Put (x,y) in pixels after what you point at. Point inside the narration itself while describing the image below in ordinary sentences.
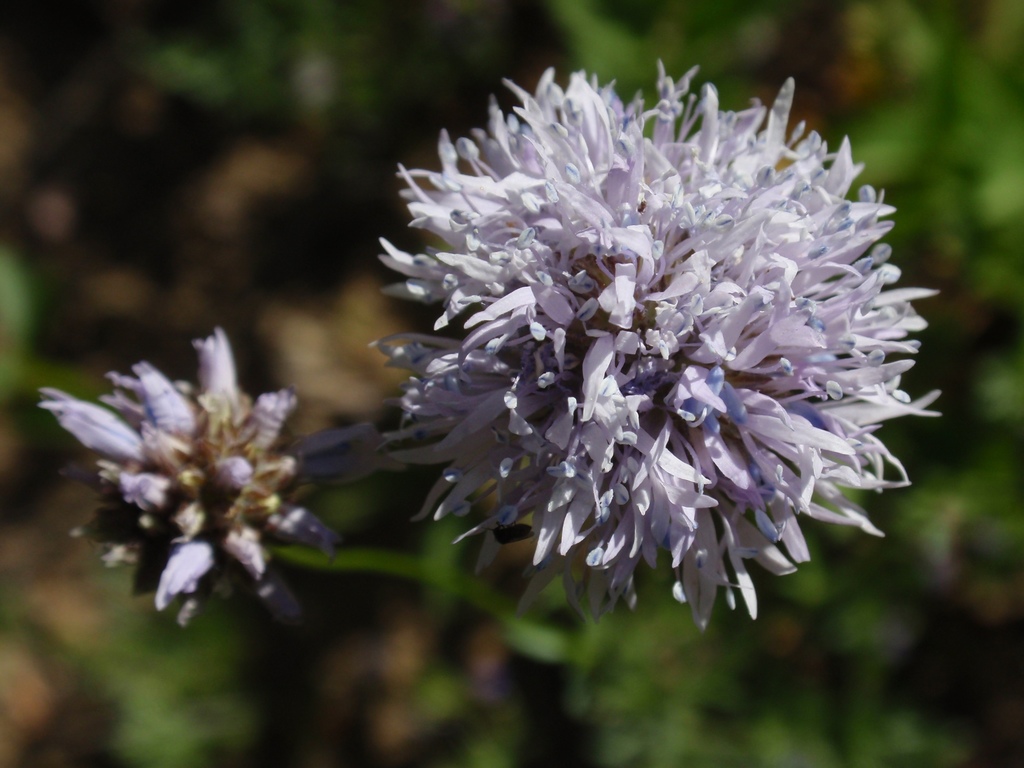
This image consists of a flower (624,263) in white and blue color. In the background (924,373), there are plants (953,108). And the background (706,754), is blurred.
